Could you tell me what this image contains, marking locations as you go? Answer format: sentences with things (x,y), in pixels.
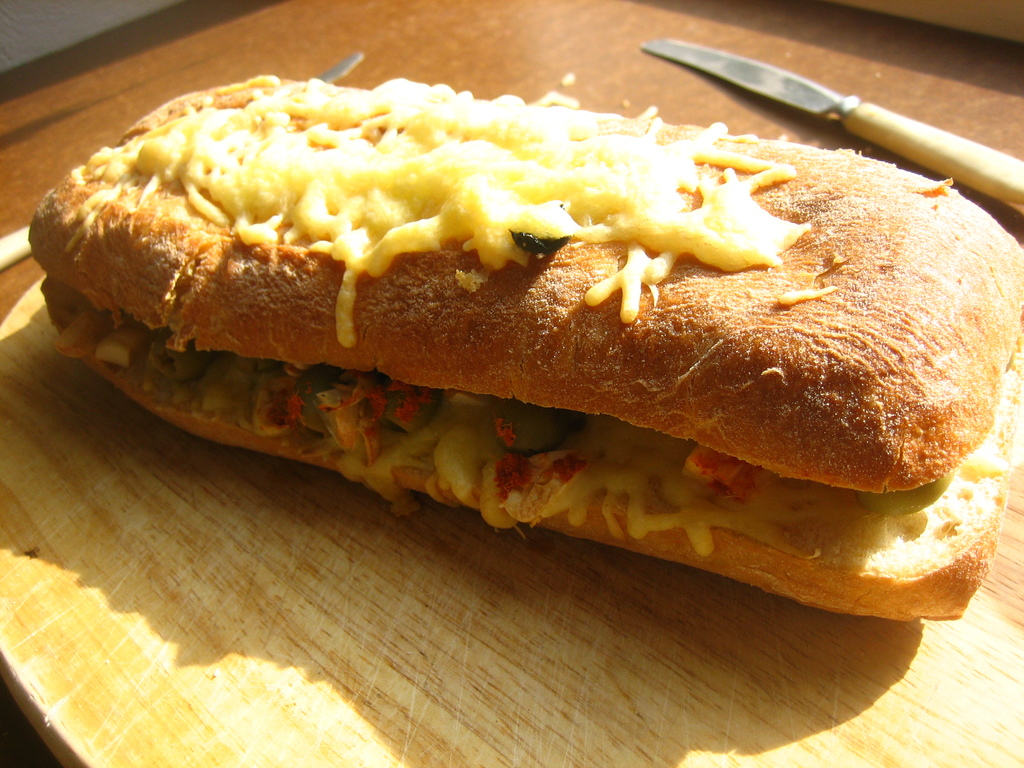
In the picture I can see the sandwich (561,220) and two knives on the wooden table (903,87).
